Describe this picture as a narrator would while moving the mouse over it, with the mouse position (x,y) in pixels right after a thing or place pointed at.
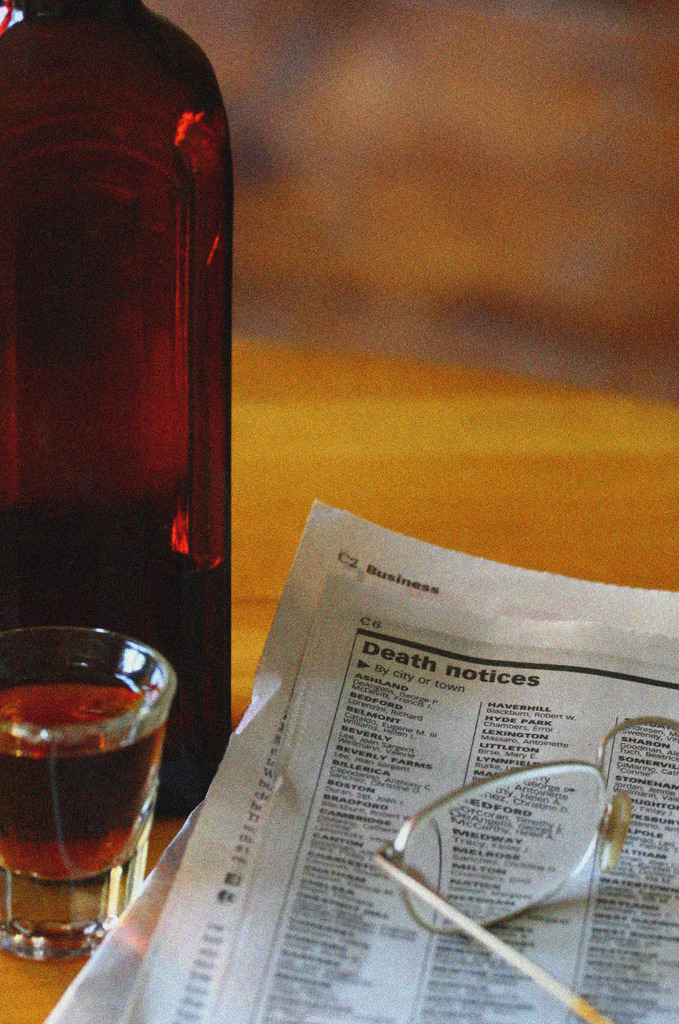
This picture shows a paper (422,685), spectacles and a glass (38,770) on the table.
